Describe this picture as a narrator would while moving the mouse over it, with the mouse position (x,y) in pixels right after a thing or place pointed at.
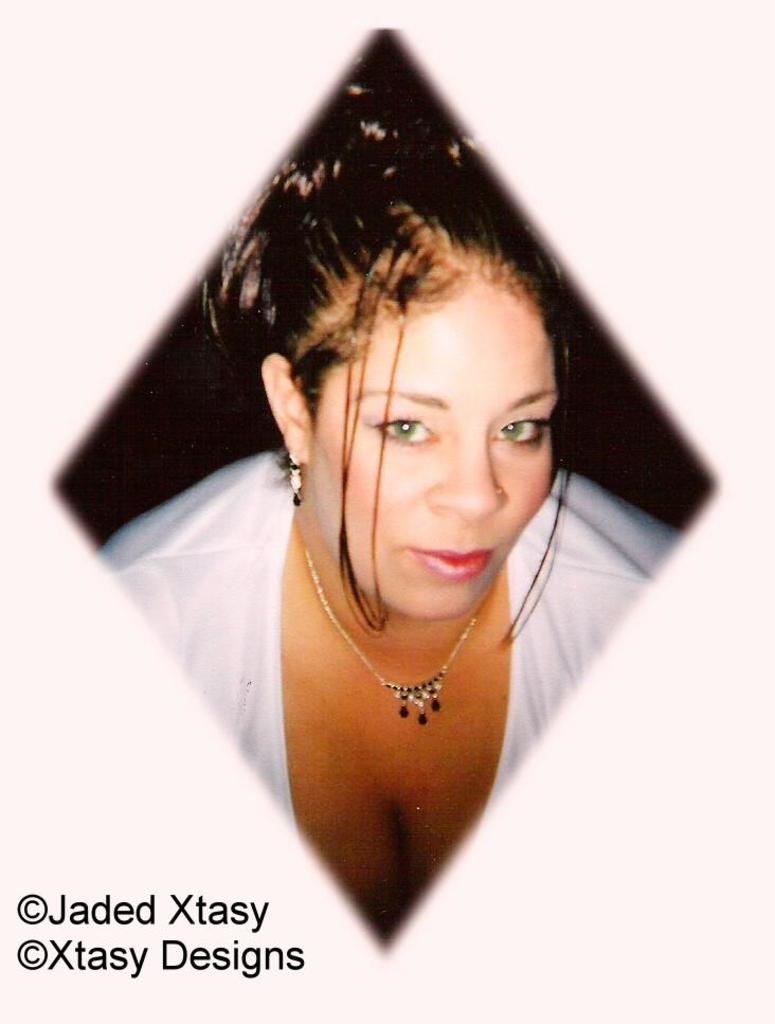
There is a lady (354,500) wearing a necklace (456,649) and earrings (298,487). In the background (261,181) it is white. On the left corner (157,941) there is a watermark (180,952).
